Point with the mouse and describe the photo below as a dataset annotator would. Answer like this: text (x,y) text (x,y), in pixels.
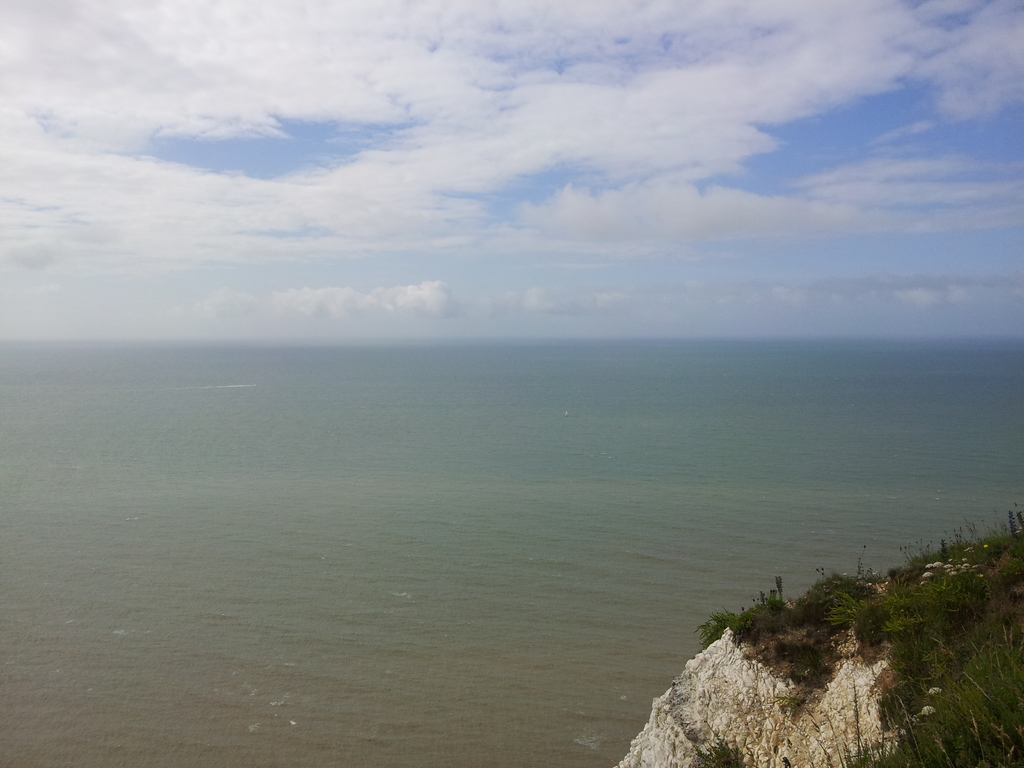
In this image there is the water (479,435). In the bottom right (816,700) there are rock mountains (847,704). There are plants (939,620) and grass (950,631) on the mountains (851,692). At the top (374,182) there is the sky (418,194).
